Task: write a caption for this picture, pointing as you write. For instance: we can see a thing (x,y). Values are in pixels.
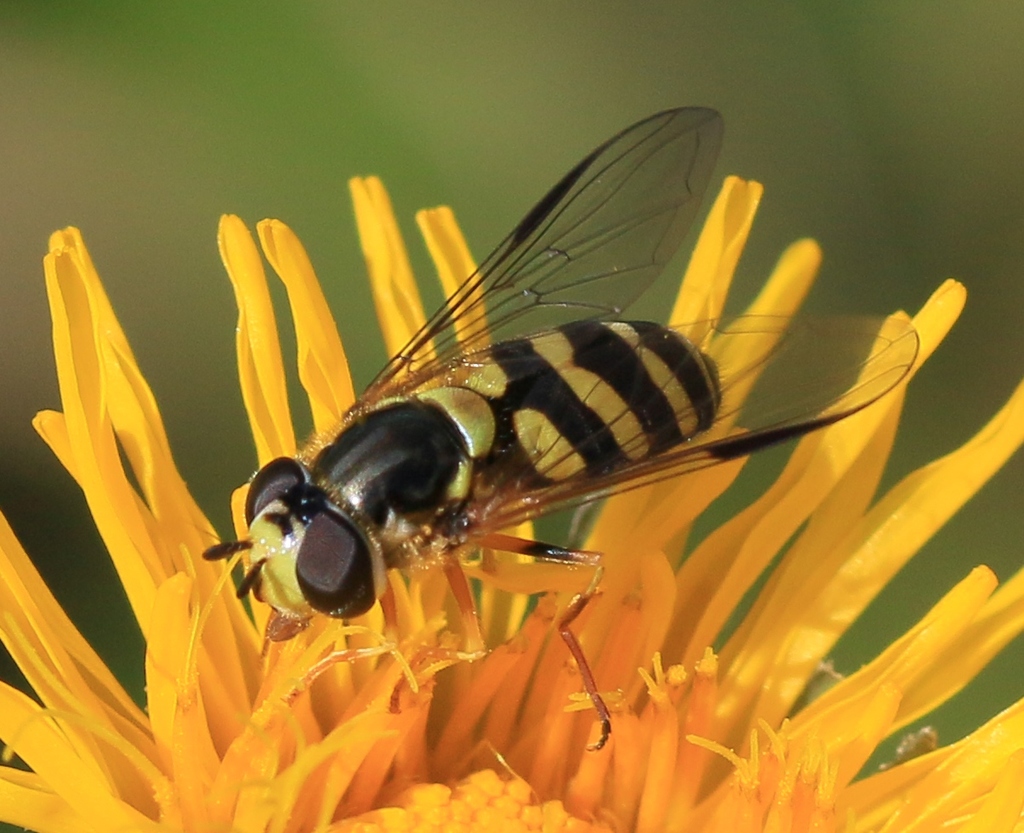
In this image there is one hoverfly (430,431) on the flower (379,636), and there is blurry background (846,46).
